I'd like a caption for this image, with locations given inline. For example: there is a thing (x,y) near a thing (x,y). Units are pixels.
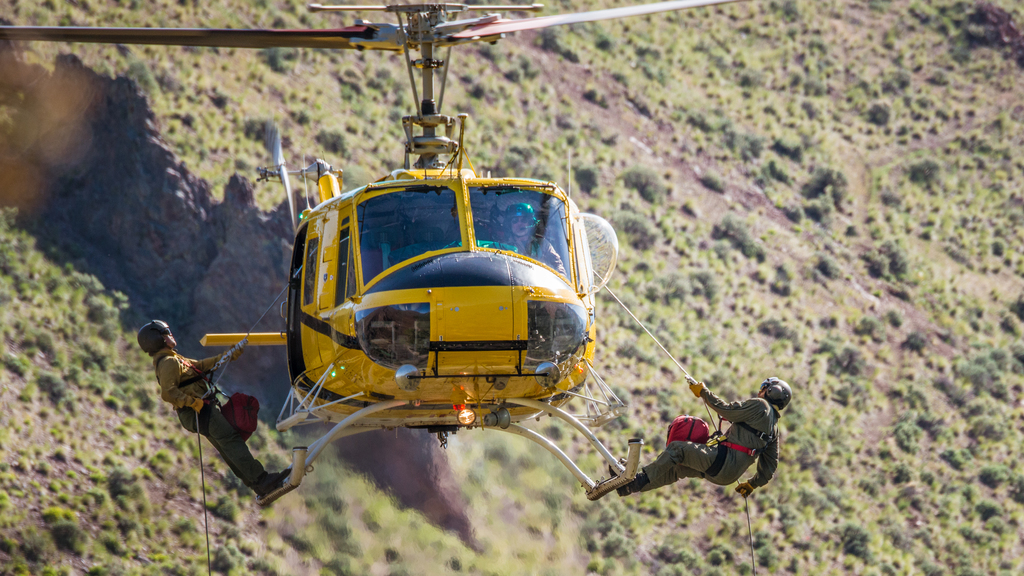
In this image I can see two men (220,424) are tied up with a rope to a helicopter (610,400). These men (744,404) are wearing helmet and other objects (207,395). The helicopter (470,384) is yellow in color. In the background (651,526) I can see plants (735,220).
